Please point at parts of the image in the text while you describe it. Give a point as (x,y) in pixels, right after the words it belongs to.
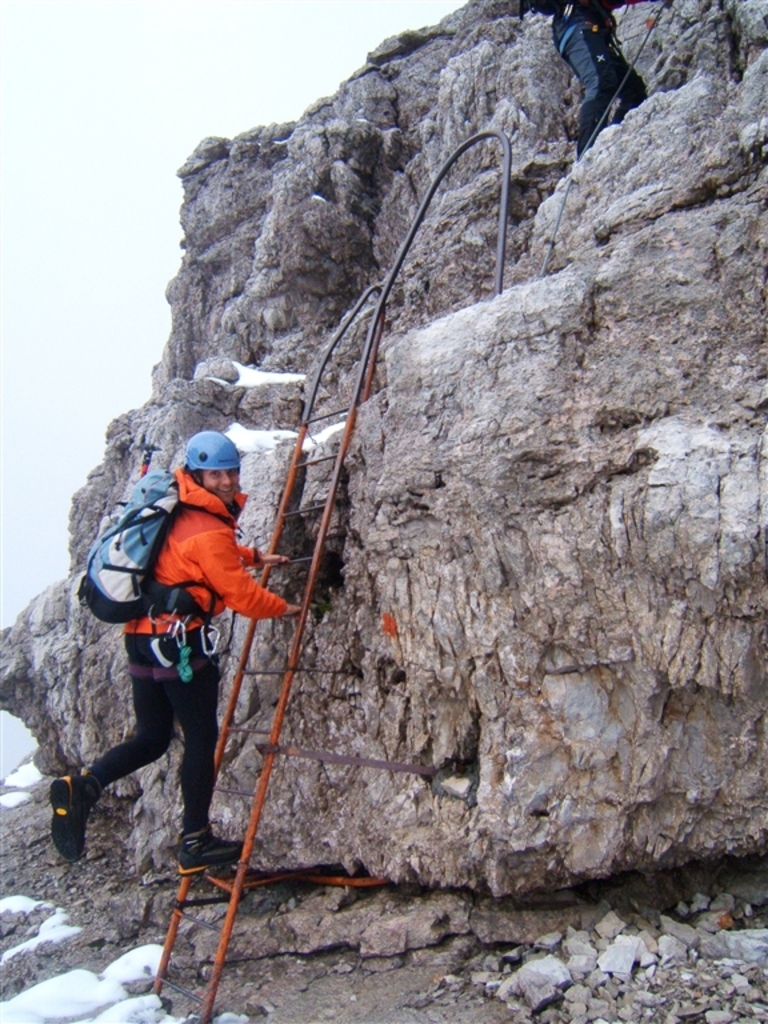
In the middle of the image (500,346) we can see a hill (731,841), on the hill (634,123) we can see a rope (632,63) and ladder (298,629), two persons (612,52) are climbing. In the top left corner of the image (31,10) we can see the sky (12,26).
